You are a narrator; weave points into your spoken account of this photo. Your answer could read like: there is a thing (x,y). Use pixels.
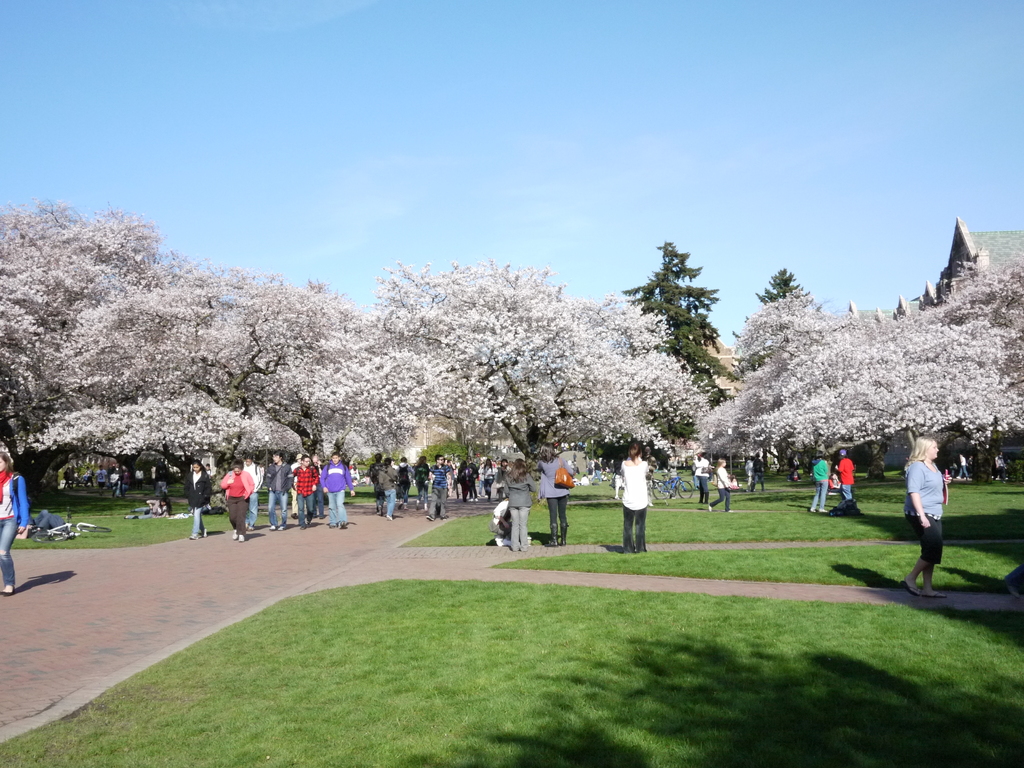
In this image there are many people (276,497) walking on the ground (217,555). Beside them there's grass (669,513) on the ground (629,668). In the background (598,368) there are trees (551,349) and houses (969,249). At the top (459,141) there is the sky (339,189).
